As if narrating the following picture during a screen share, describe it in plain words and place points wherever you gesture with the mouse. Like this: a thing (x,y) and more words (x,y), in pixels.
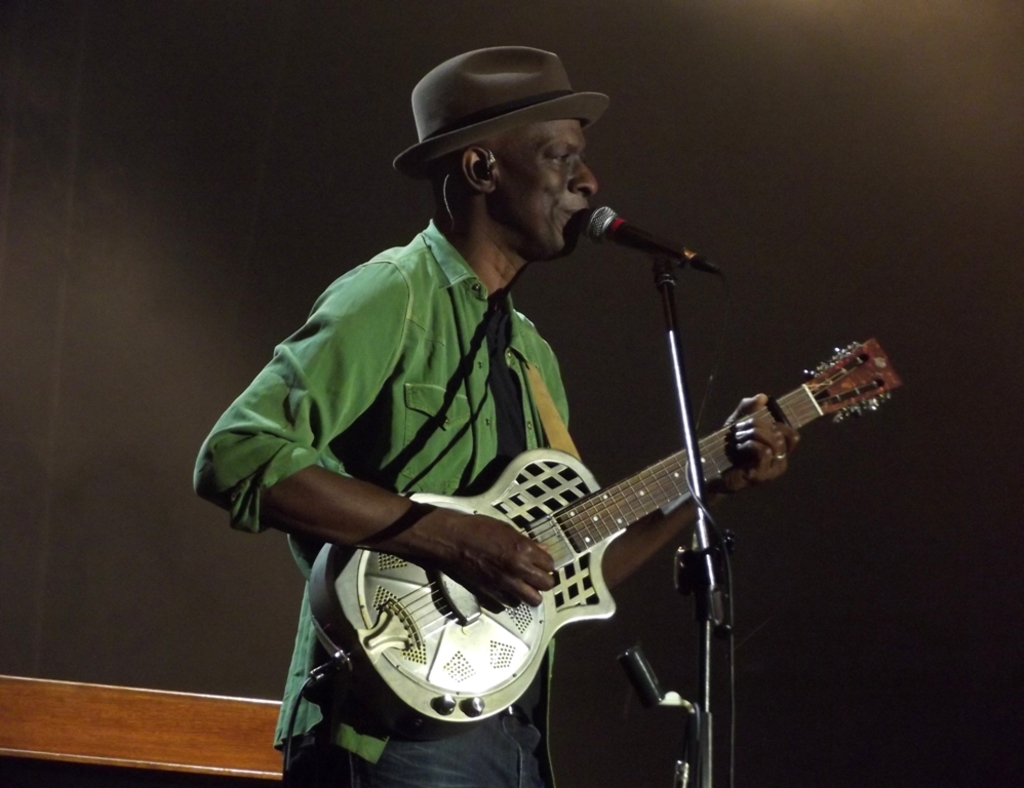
This is the picture where a person (443,443) in green shirt (472,485) holding a guitar (593,493) and playing it in front of a mike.
